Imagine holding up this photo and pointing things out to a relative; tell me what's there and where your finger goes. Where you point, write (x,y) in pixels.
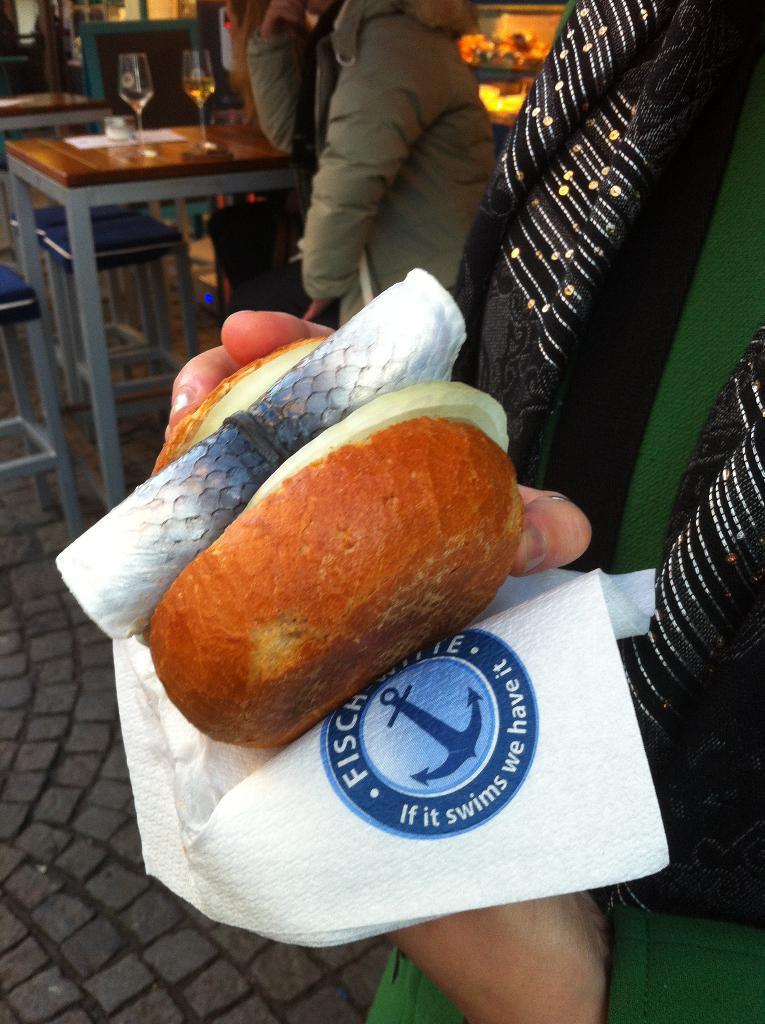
In this picture we can see a person (710,799) standing and holding some food (315,490) and a tissue paper (406,736), in the background (176,183) there are chairs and tables (70,152), we can see two glasses (203,91) of drinks (194,95) and a paper (83,142) present on this table (145,164), we can see another person (359,64) here.
